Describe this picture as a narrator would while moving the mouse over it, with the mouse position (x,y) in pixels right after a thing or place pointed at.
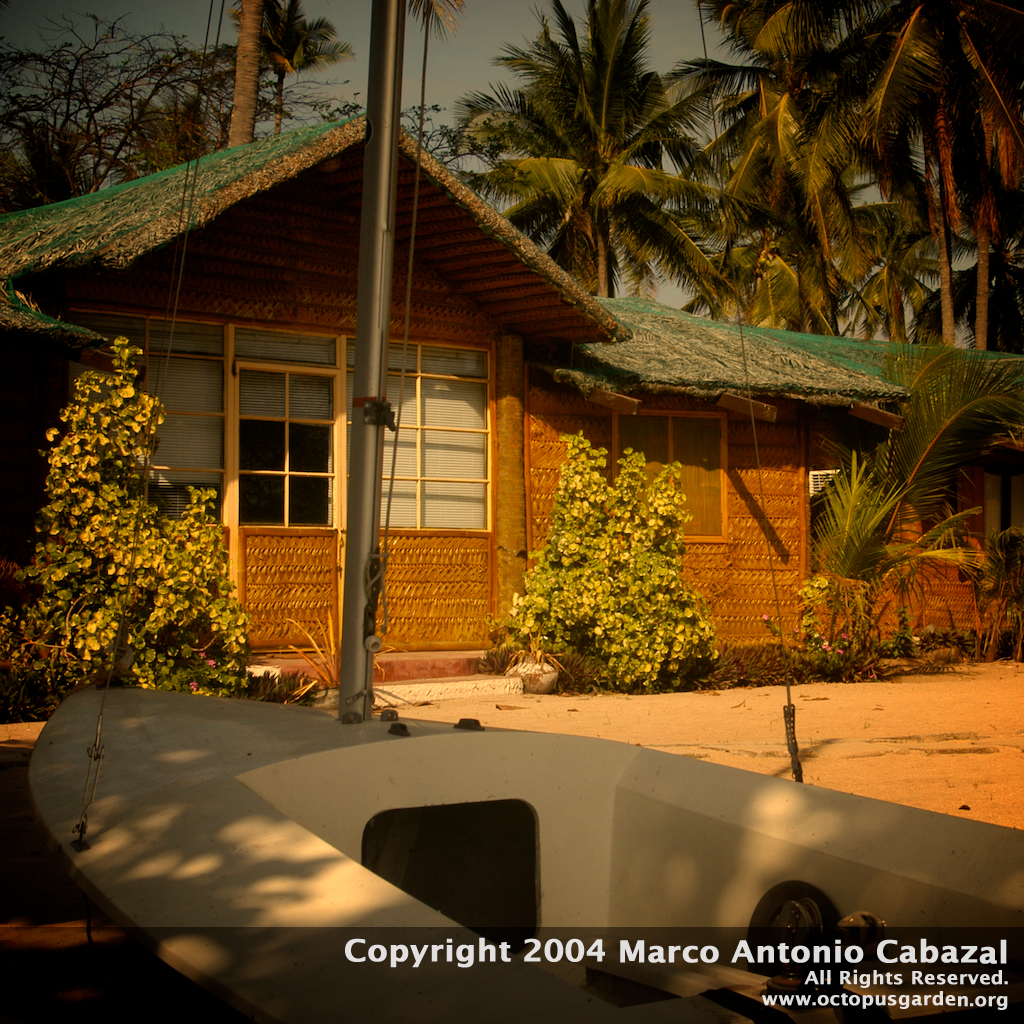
In this picture I can see a house (408,389) and few trees (559,203) in the back (995,125) and I can see plants (699,610) and looks like a boat (349,770) on the ground (1008,755) and I can see plants (530,595) and text (431,946) at the bottom right corner of the picture (795,949) and I can see cloudy sky (428,129).
